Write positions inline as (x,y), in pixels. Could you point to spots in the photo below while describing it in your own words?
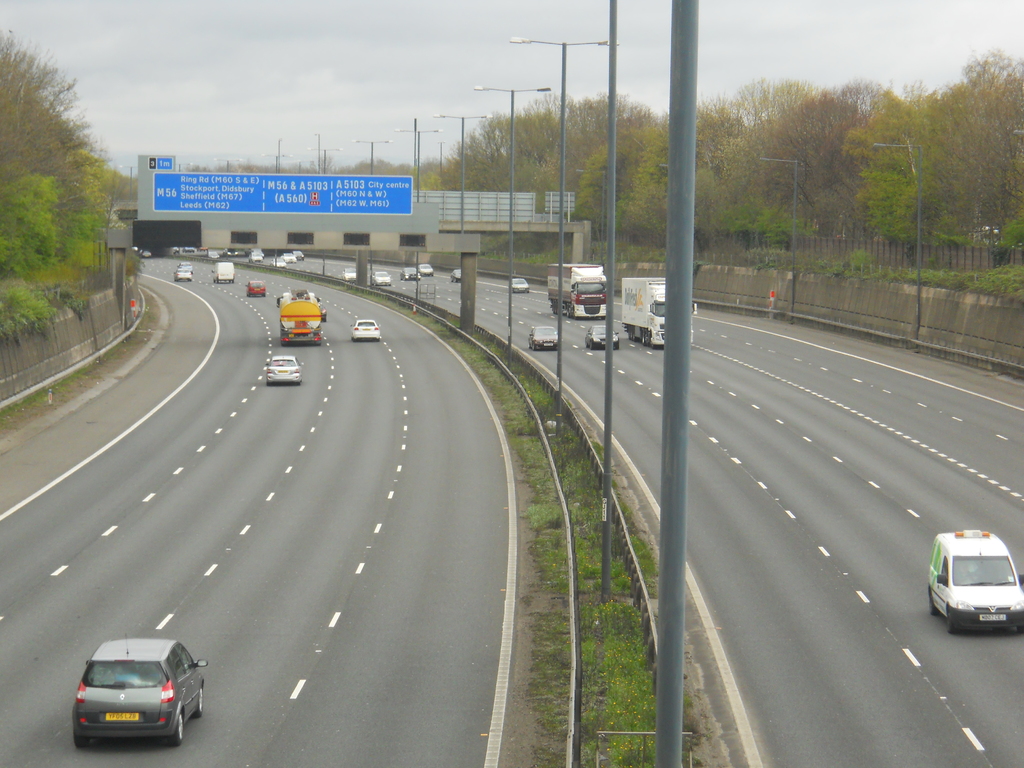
In the center of the image (644,466) there are roads (402,576). There are vehicles (518,284) on the road (800,484). To both the sides there are trees (57,208). There are street lights (685,8) in the image.
